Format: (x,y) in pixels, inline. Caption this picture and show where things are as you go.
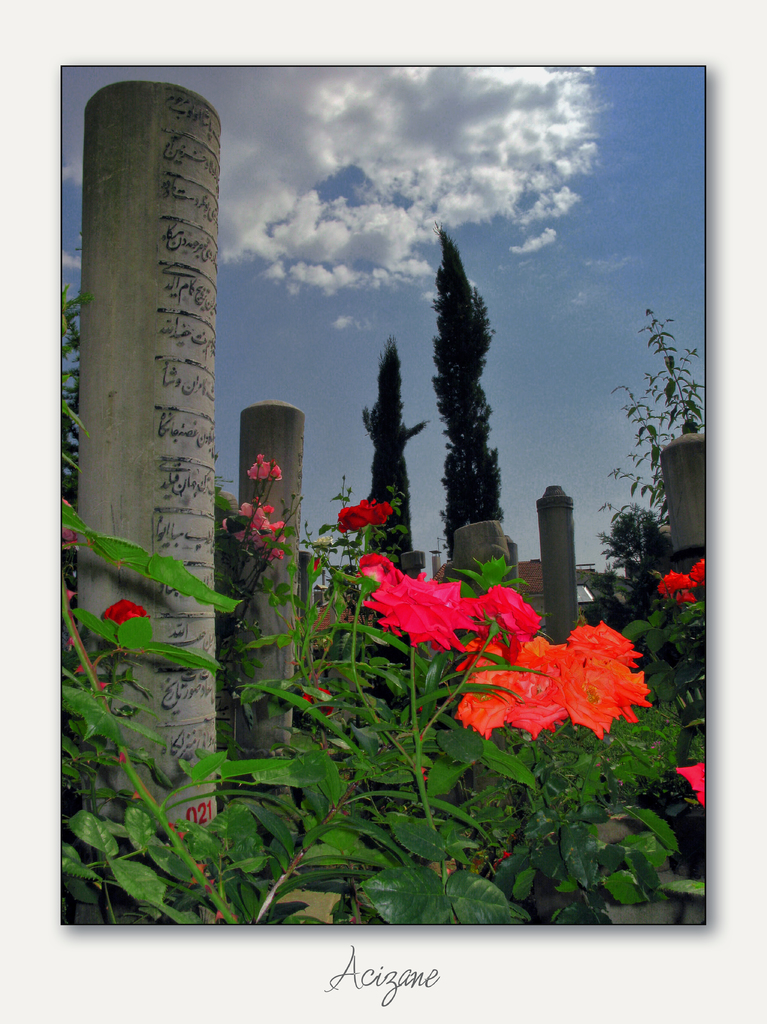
In this image there is the sky (453,185) truncated towards the top of the image (496,192), there are clouds (440,156) in the sky (422,202), the clouds (422,202) are truncated towards the top of the image (412,151), there are trees (396,522), there are plants (306,802) truncated towards the bottom of the image (159,796), there are flowers (486,672), there are pillars (245,474), there is text (194,487) on the pillar (166,421), there is a flower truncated towards the right of the image (668,578), there is a pillar (671,519) truncated towards the right of the image (683,520), there are plants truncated towards the left of the image (98,552), there is text (410,971).
